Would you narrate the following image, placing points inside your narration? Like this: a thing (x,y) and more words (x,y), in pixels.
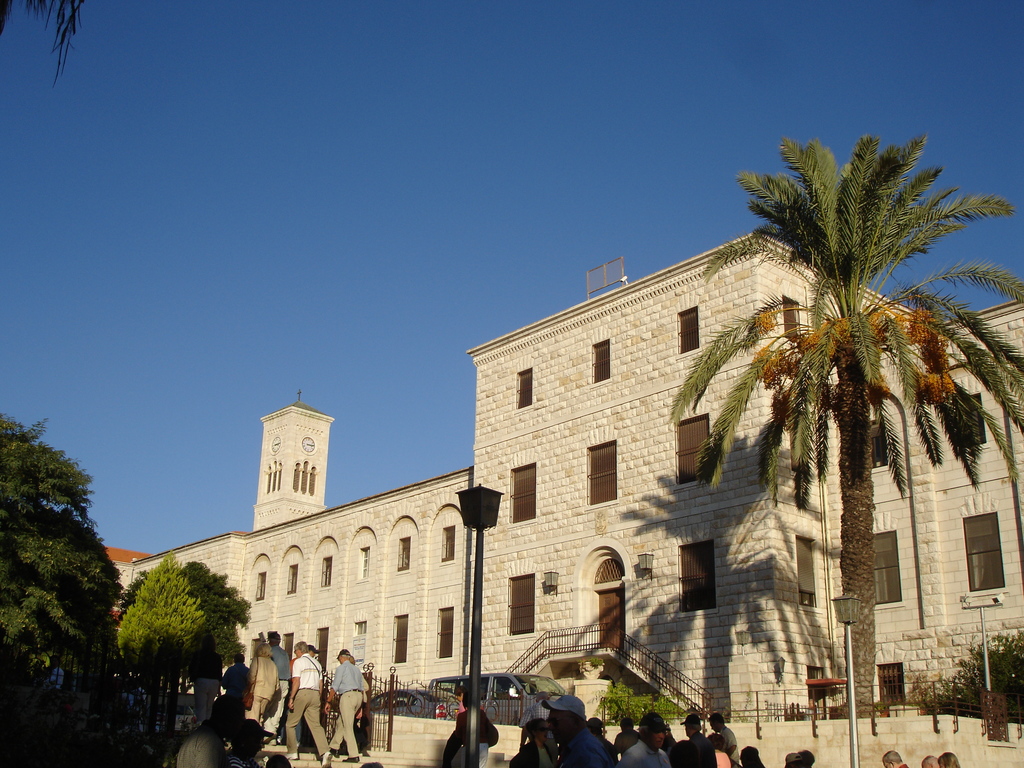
In this picture we can see building (608,470) with windows (594,466), door (619,609), steps (615,648) and fence (580,645) to it and pipes (826,515) and a tower (302,469) and in front of the building (839,581) there is a tree (859,547), pole (477,588), light (490,523) and a crowd of people (252,670) are walking through the gate (329,679) and beside to them there are trees (71,568) and above the building (577,374) there is sky (578,217).
